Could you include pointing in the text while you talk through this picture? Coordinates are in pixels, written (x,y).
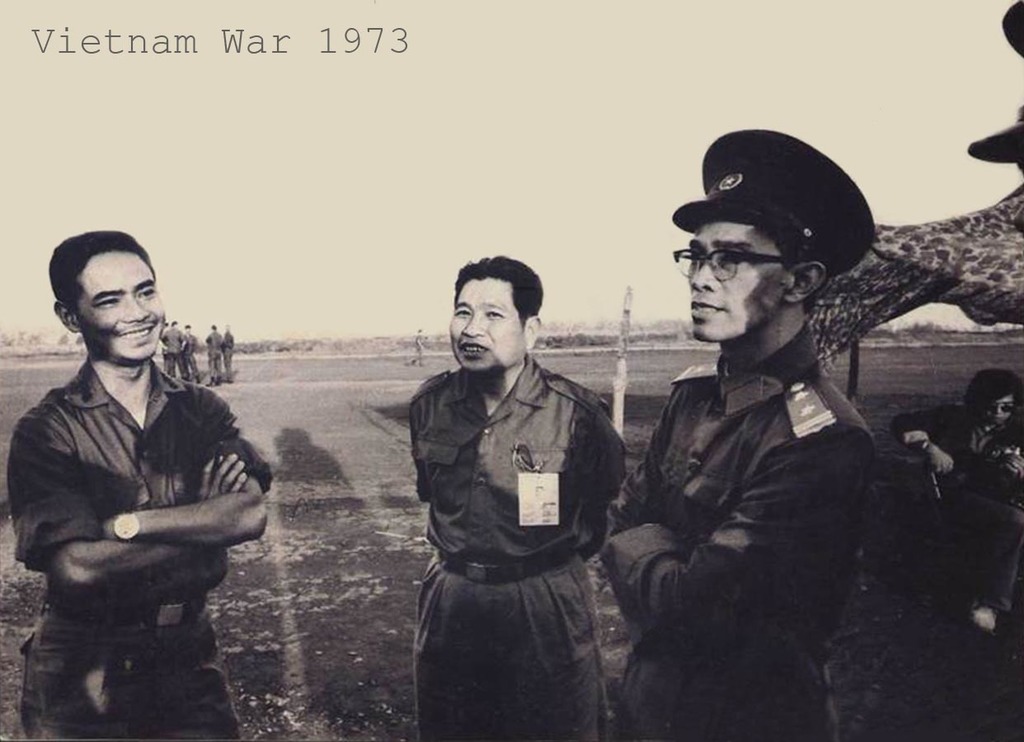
This is a black and white image, in this image in the foreground (225,413) there are three persons (140,453) standing and one person (738,465) is wearing a hat (745,153). In the background (217,355) there are a group of persons (192,355) standing, and at the bottom (426,570) there is ground (296,495). In the background (618,391) there are some poles (619,404). at the top of the image (99,41) there is text (159,43).
